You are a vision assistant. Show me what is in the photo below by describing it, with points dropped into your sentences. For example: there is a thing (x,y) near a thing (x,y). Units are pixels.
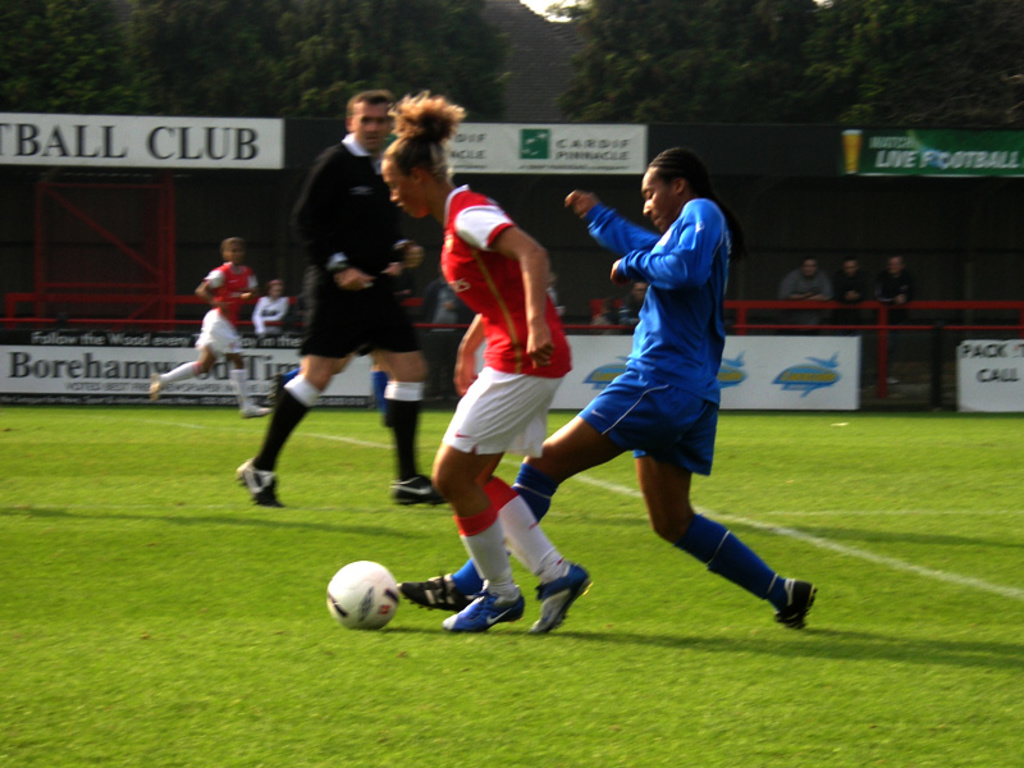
In this image we can see people (531,510) playing a game. At the bottom (352,595) there is a ball (340,589). In the background (875,52) there are boards (966,135) and trees (662,76). On the right (855,316) there are people (837,297) sitting and we can see a fence (964,312).
